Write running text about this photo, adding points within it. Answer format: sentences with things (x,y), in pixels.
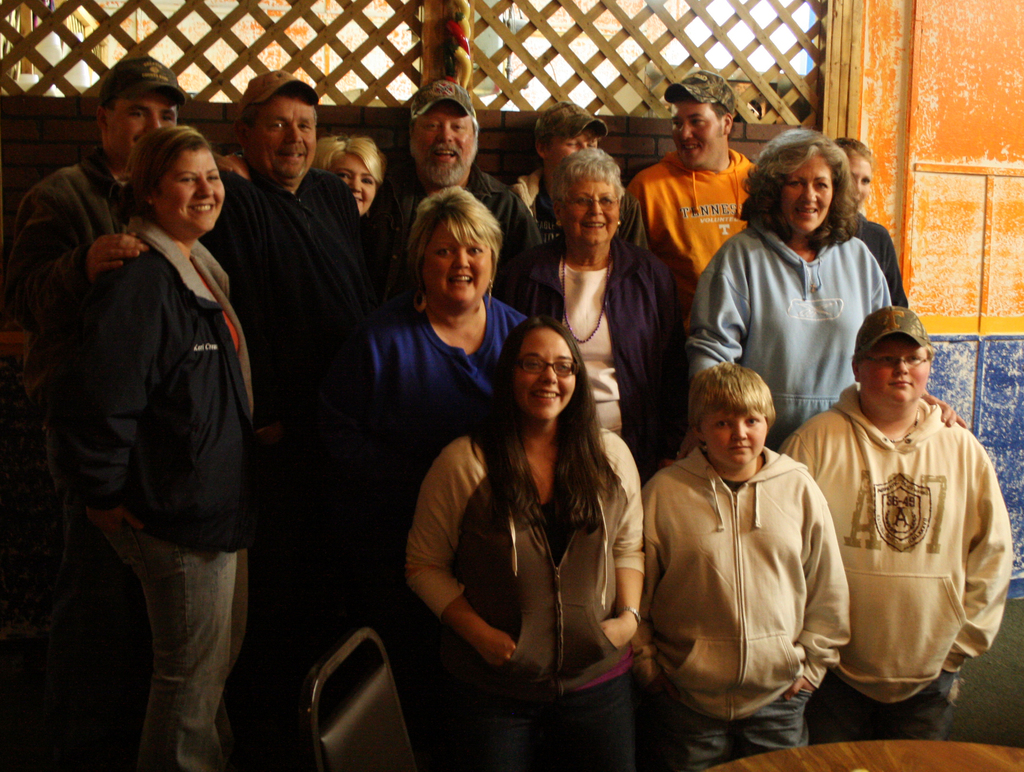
In this image I can see there is a group of people (669,352) standing and few of them are wearing hoodies (583,634) and few are wearing caps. There is a wall (238,111) in the background (201,118).
